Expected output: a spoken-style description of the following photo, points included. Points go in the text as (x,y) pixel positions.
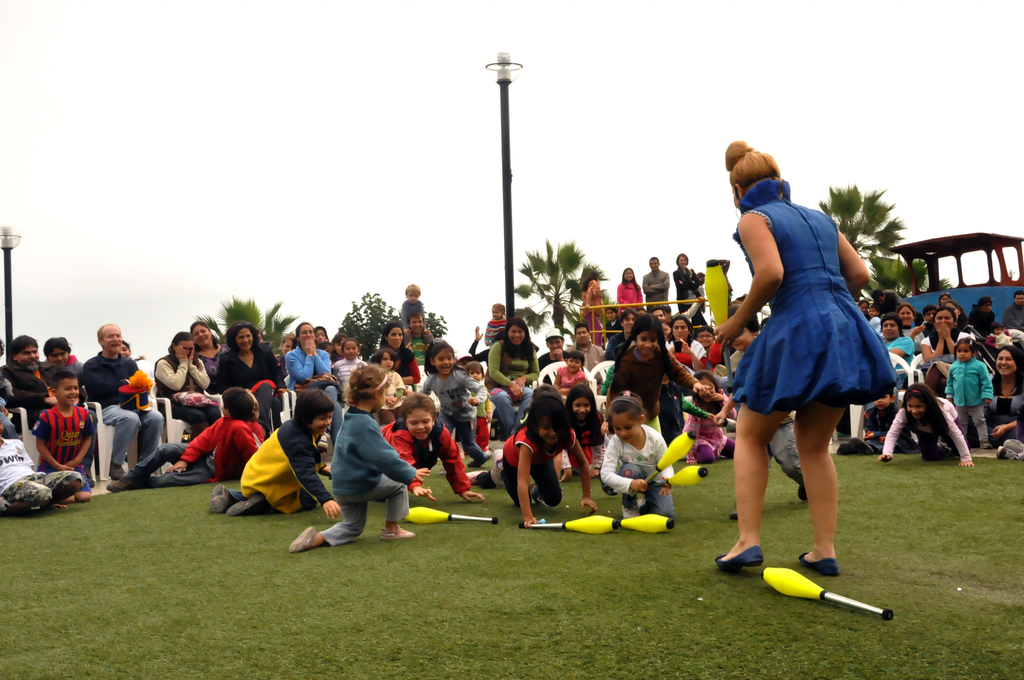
In this image we can see the kids (408,417) playing with the yellow color object (494,522) on the grass (377,626). In the background (190,379) we can see many people (905,319) sitting on the chairs (176,440). Image also consists of trees (238,318) and also light poles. Sky (268,287) is also visible.
